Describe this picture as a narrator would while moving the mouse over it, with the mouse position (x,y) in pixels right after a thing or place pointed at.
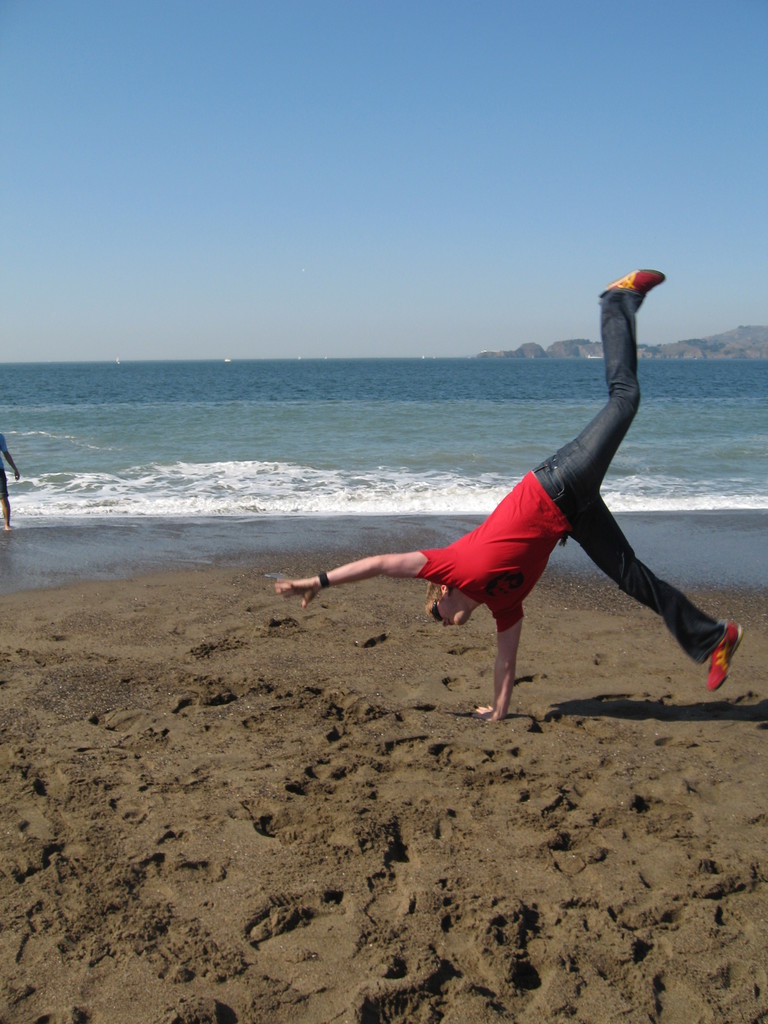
As we can see in the image there is water (252,403), sand (249,727), a person (499,658) wearing red color t shirt (518,555) and at the top (266,113) there is sky (260,113).
